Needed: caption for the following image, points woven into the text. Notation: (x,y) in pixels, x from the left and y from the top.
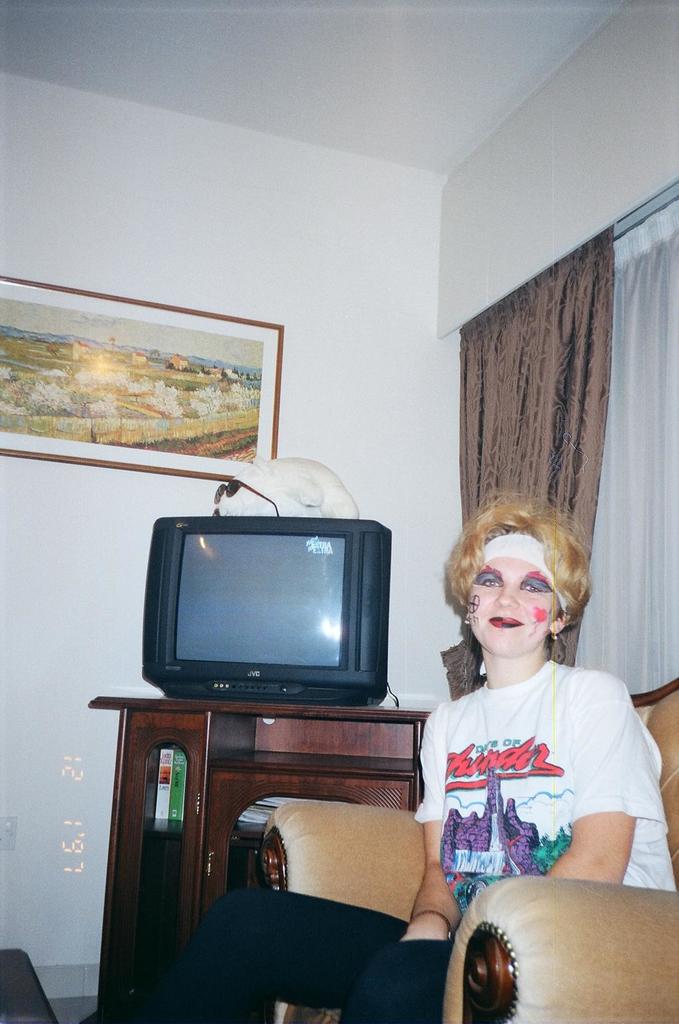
It is a living room (416,733), a woman (439,735) is sitting in the sofa (487,913) behind her there is a cupboard (154,735) and a tv (306,573) over it and also a doll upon the television (264,527) behind it there is a white color wall (332,198) in the background (479,349) there is a curtain (502,406).
